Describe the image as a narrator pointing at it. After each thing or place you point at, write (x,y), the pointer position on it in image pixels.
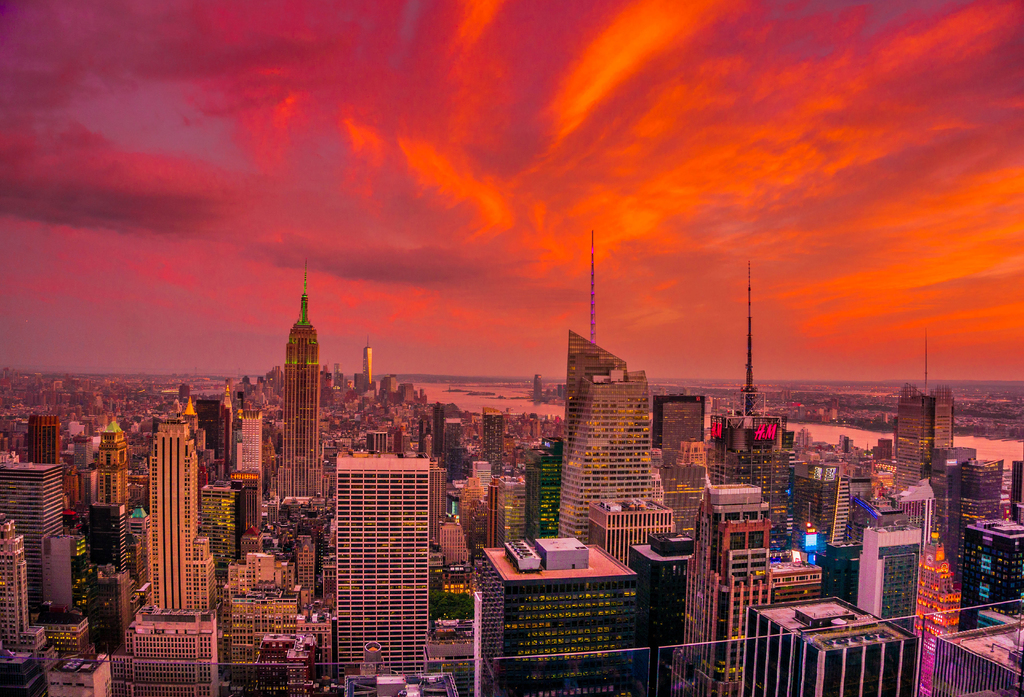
In this image there are many building (482,486) and skyscrapers (611,406). In the background (524,403) there is the water (495,396). At the top (489,186) there is sky (348,115).
